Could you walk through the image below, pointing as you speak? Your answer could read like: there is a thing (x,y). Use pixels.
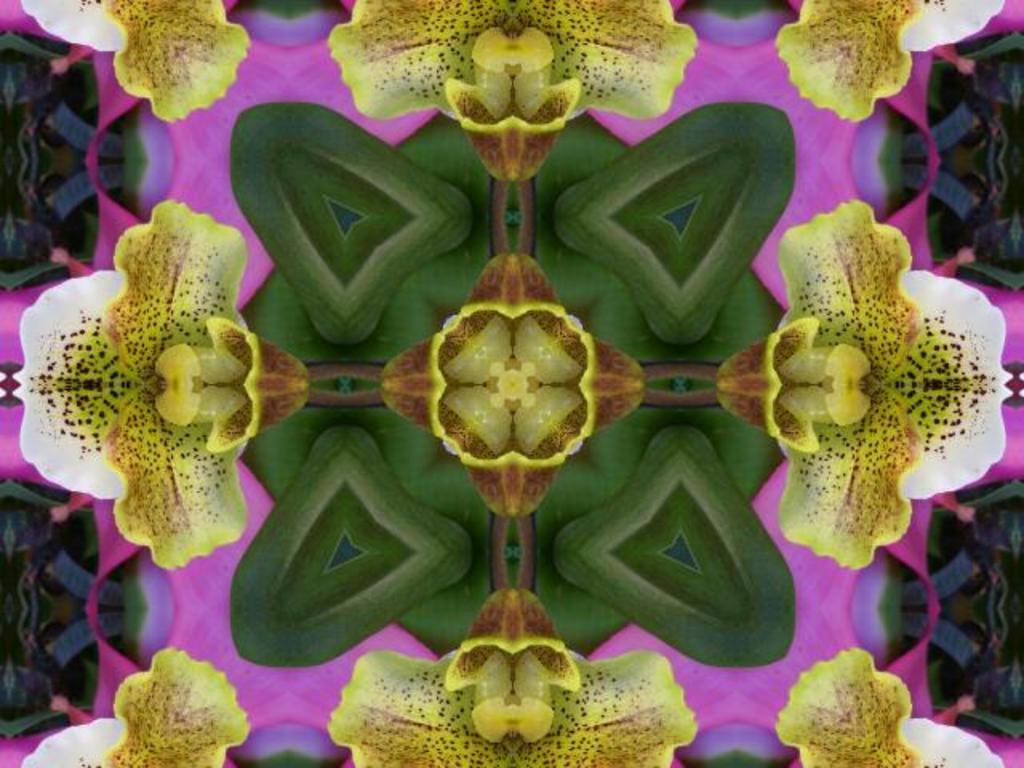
It is the edited image in which we can see that there are flowers (864,373) to which there are petals (852,311) and green leaves (373,549).
